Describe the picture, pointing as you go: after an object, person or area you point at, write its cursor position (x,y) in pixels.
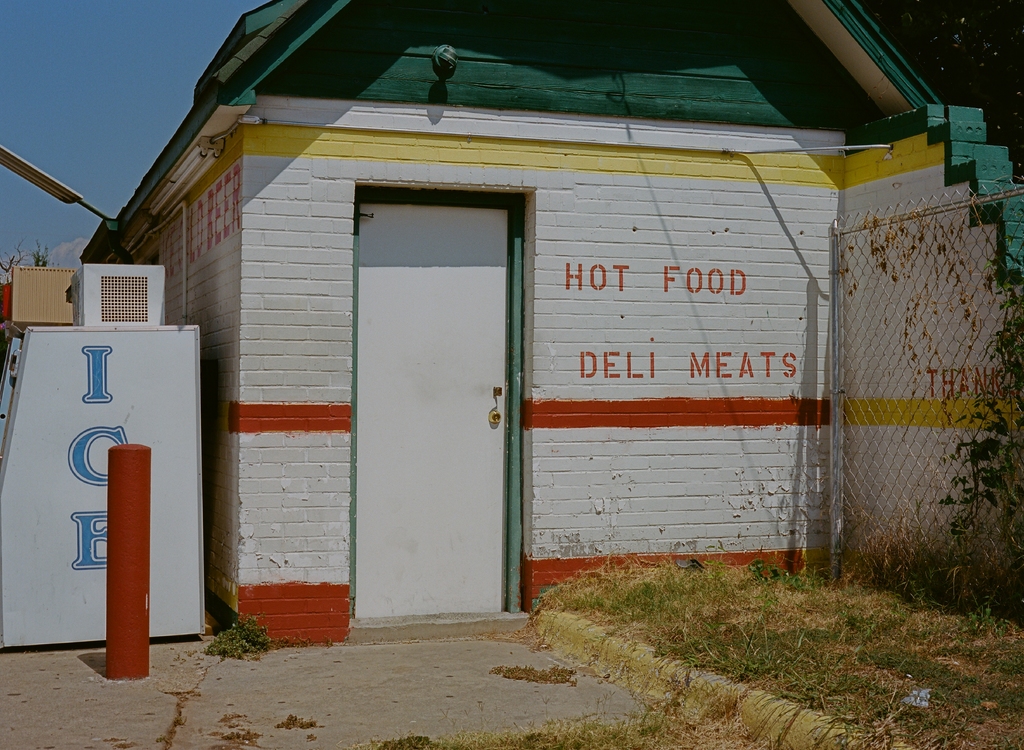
In this picture we can see a house (534,370) and we can find some text (699,370) on the wall (246,264), on the right side of the image (916,334) we can see fence (876,321) and grass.
